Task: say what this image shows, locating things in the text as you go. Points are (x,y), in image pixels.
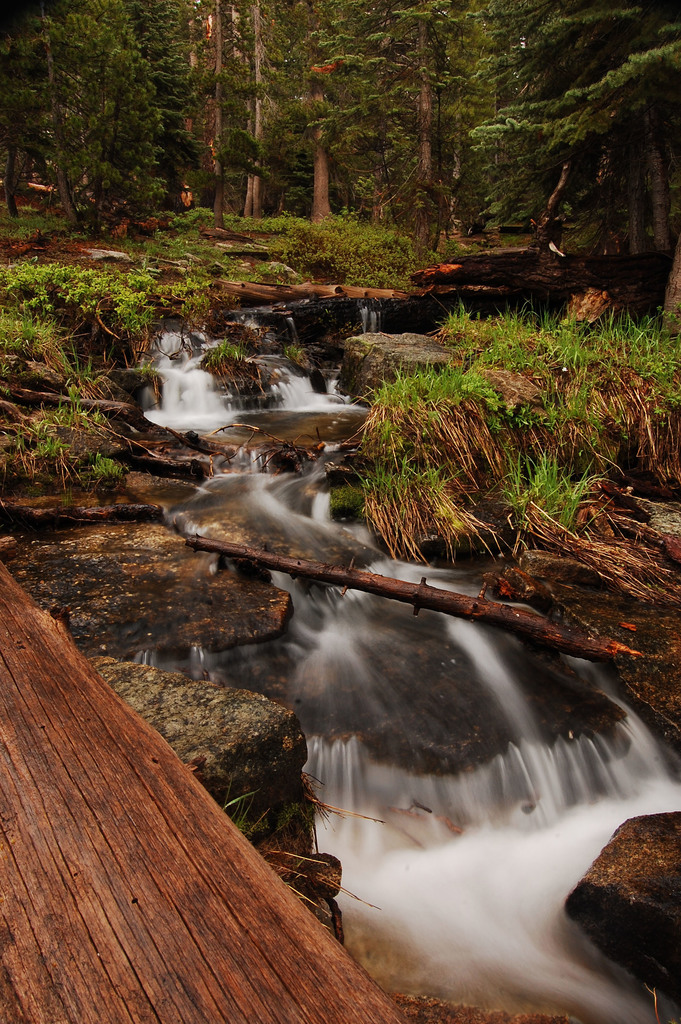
Here in this picture we can see rock stones (236,715) present and in the middle (426,667) we can see water (474,847) flowing through it and we can also see the ground (433,478) is covered with grass (433,478) and we can see plants (369,225) and trees (229,157) covered over there and in the front (196,805) we can see a wooden log (20,804) present.
